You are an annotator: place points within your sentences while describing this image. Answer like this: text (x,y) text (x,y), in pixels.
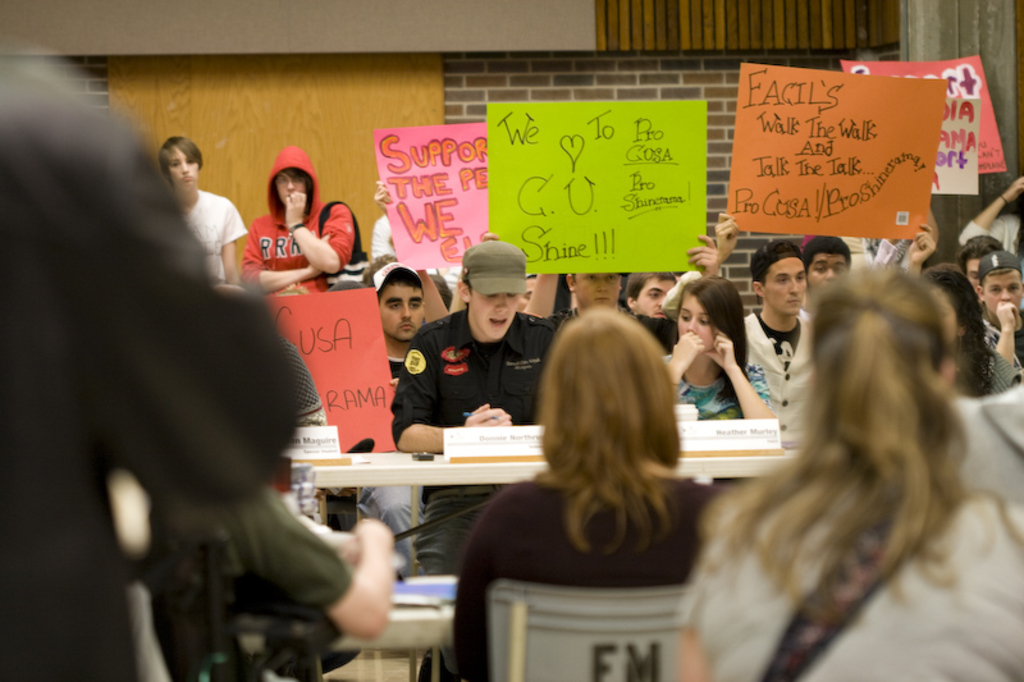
This picture is clicked inside the building (719,97). Here, we see people (369,610) sitting on the chairs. The man (446,394) in black shirt (467,385) is sitting on the chair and he is holding a pen (466,415) in his hand (486,411). He is talking something. In front of him, we see a table (414,495) on which name boards (472,451) and mobile phone (427,457) are placed. Behind him we see people (337,248) sitting and holding boards (540,237) which are in green, red, pink and white color with text (283,318) written on it. In the background (505,65), we see a wall (535,77) which is made up of brown colored bricks (714,79).
